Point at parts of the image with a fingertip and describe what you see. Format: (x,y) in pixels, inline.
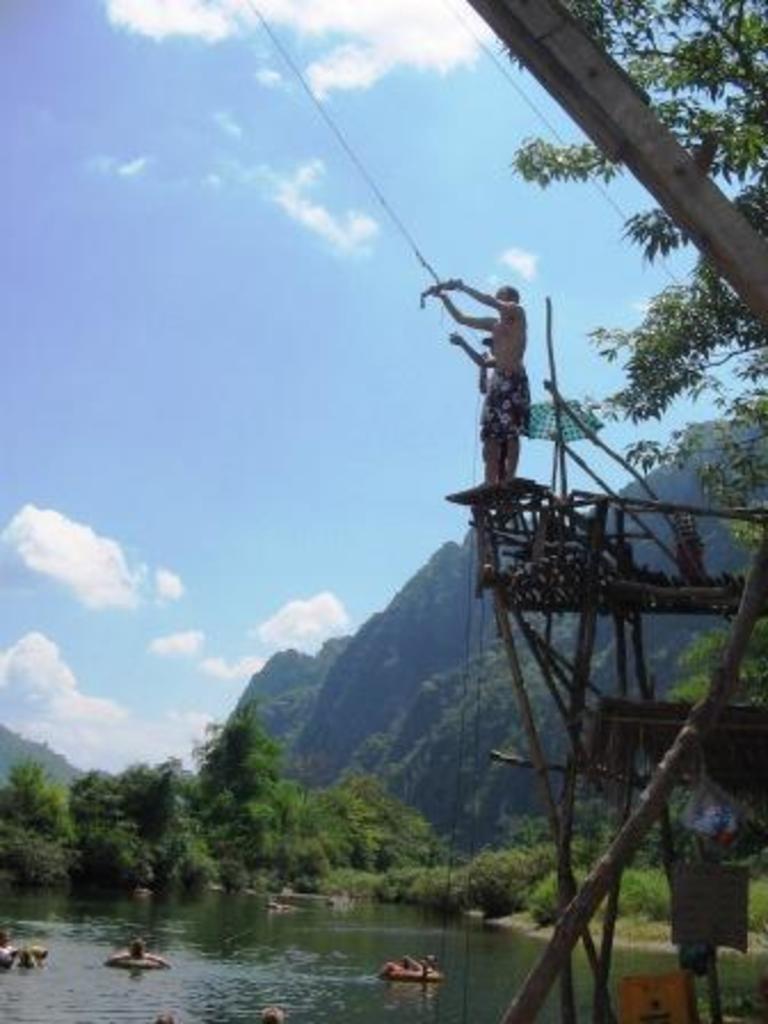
In this image we can see a few people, wooden platform (516,591), umbrella (547,424), we can see the trees (355,821), hills (281,707), water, at the top (216,95) we can see the sky (94,517) with clouds (95,591).
